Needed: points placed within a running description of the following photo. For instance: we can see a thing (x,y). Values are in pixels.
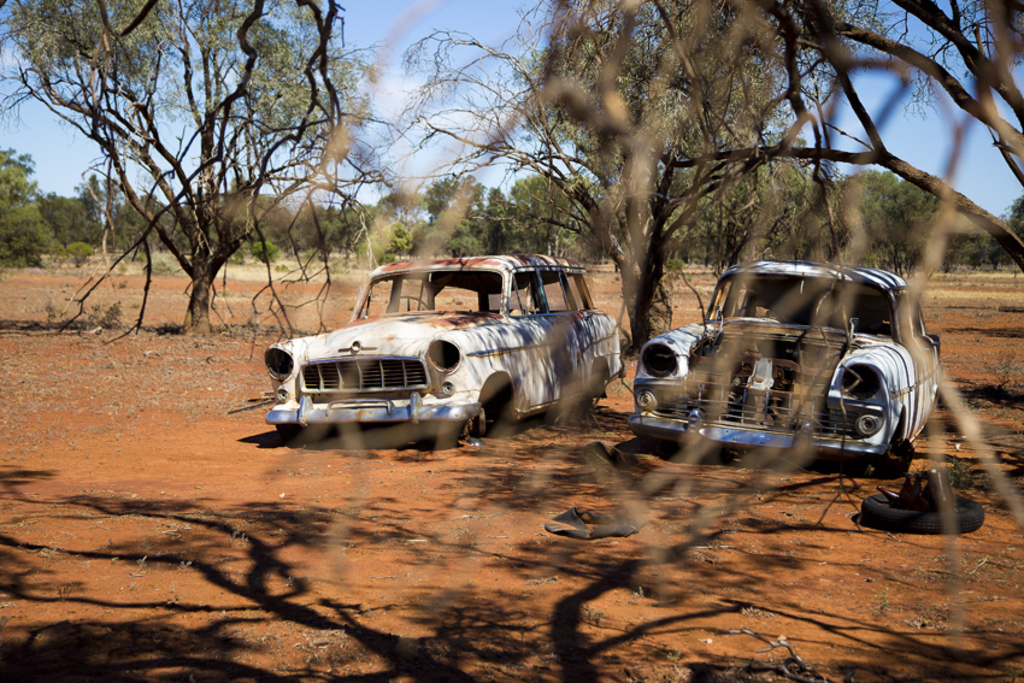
In the center of the image (490,403) we can see two old dusty cars (521,351). In the background (372,255) there are trees (580,145) and sky (964,140).
